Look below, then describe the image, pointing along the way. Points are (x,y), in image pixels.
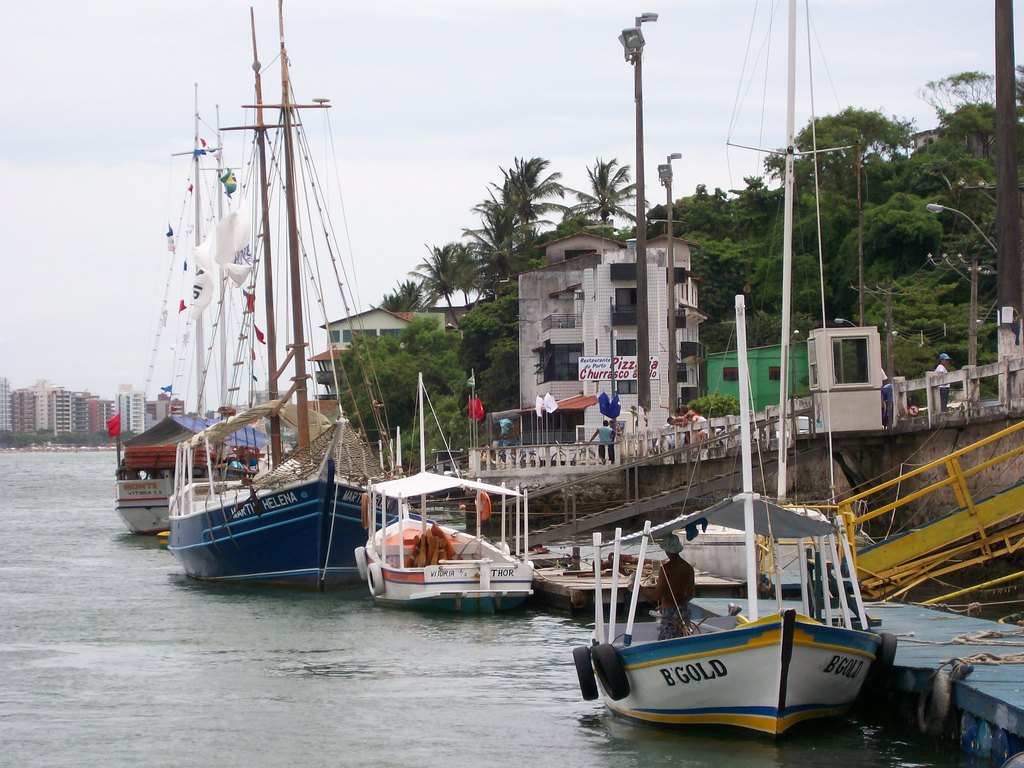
In this image I can see few ship (623,652) on the water (456,659). They are in different color. We can see buildings (606,351) and windows (556,356). There is a fencing (645,445) and few people (606,450) around. We can see light-poles (626,42) and trees (895,279). The sky (532,80) is in blue and white color. We can see red color flag (118,427).
